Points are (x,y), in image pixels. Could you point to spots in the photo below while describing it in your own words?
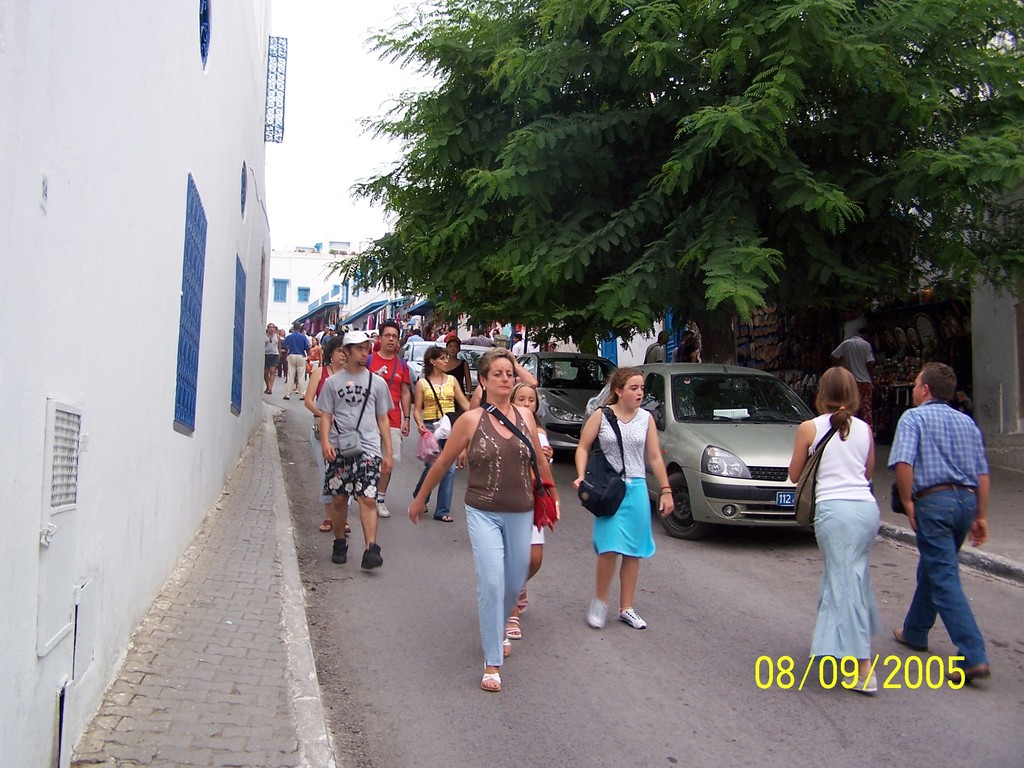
In this picture, there are people (333,500) walking on the road (583,666). In the center (532,435), there is a woman (525,514) wearing a brown top (489,460), blue jeans (517,528) and carrying a bag (534,446). Beside her, there is another woman (620,448) in white top (634,447), blue skirt (632,501) and she is also carrying a bag (585,475). Towards the right (929,575), there are people (829,542) facing backwards. In front of them, there is a car (787,468) which is in grey in color. On the top right (775,148), there is a tree (739,303). Towards the left (44,414), there is a building (260,303) with windows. Beside it, there is a footpath (234,659).
